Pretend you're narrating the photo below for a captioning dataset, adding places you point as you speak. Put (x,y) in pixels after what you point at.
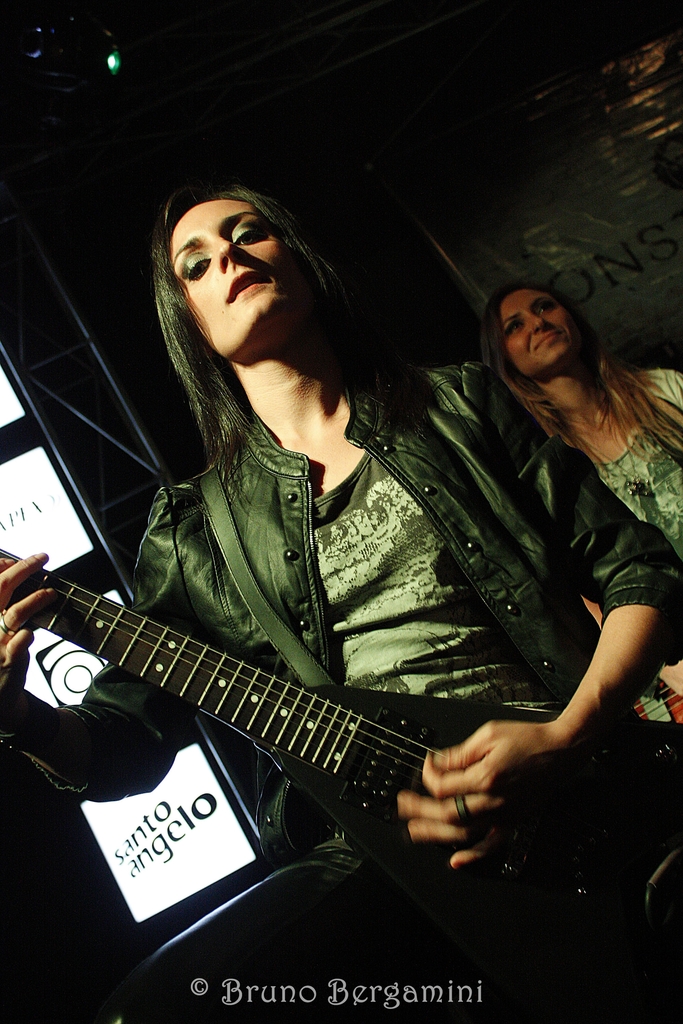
In the picture there are two women (480,520) standing. The woman (455,583) at the center (387,610) is playing a guitar (278,708) and she is also looking down. The woman (610,486) behind her is standing and smiling. To the below of the image there is text (405,995). In the background (183,786) there is wall (161,160) and board (20,516). To the above left corner of the image (61,62) there is a spotlight (83,56).
